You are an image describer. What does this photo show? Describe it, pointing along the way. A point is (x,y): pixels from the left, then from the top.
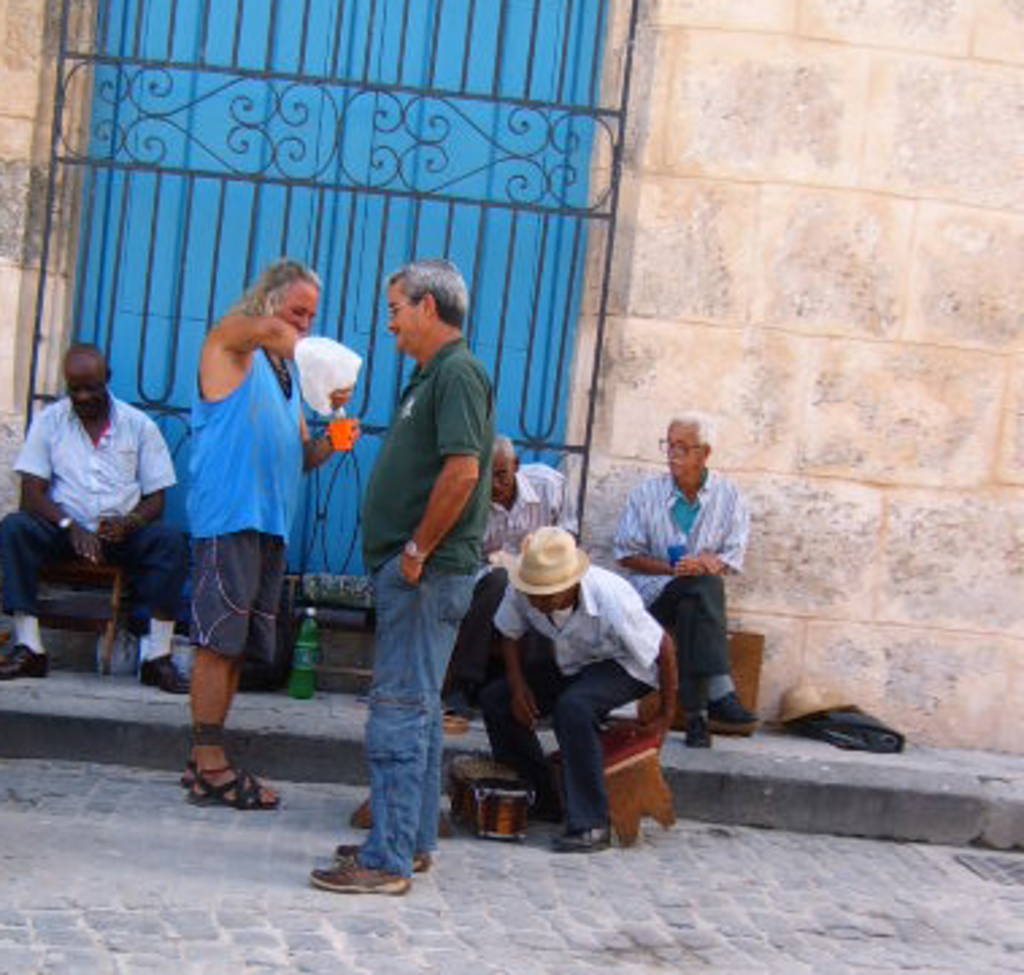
In this image there are two men (388,715) standing on the floor (322,842), in the middle (403,497). In the background (649,521) there are three old men (123,530) sitting in the chairs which are on the footpath (794,756). On the right side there is a man (568,659) who is taking the stool (617,782). In the background (593,223) there is a wall (712,180). Beside the wall (688,206) there is a grill (240,74).
